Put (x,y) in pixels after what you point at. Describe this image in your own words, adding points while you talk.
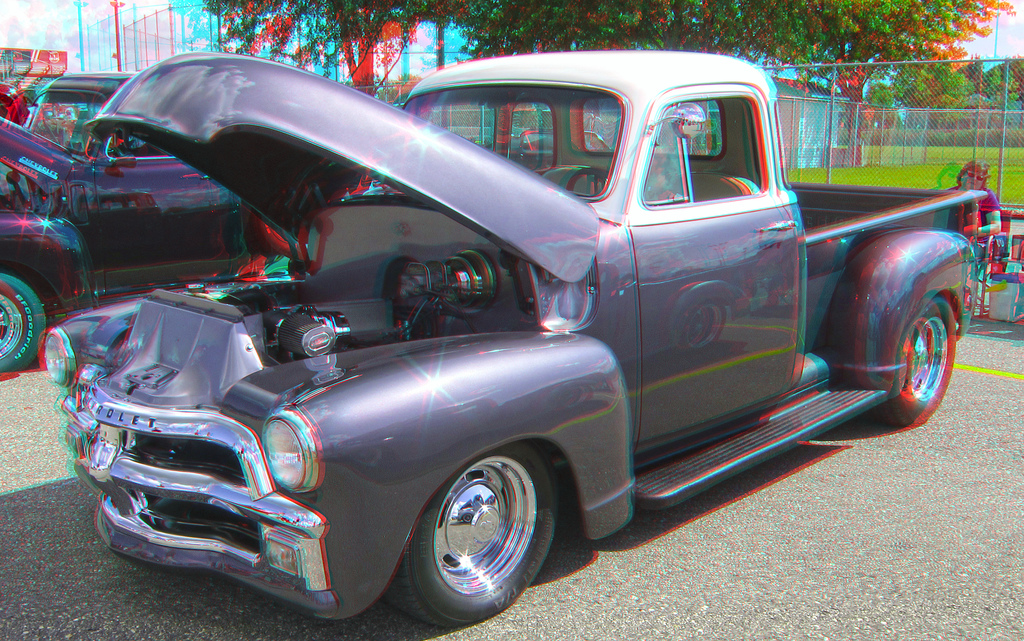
In the picture we can see a vintage car (915,292) which is violet in color parked on the road (941,491) and besides also we can see some cars (85,131) parked and in the background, we can see some fencing wall (915,141) with poles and behind we can see some grass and trees (282,18).
